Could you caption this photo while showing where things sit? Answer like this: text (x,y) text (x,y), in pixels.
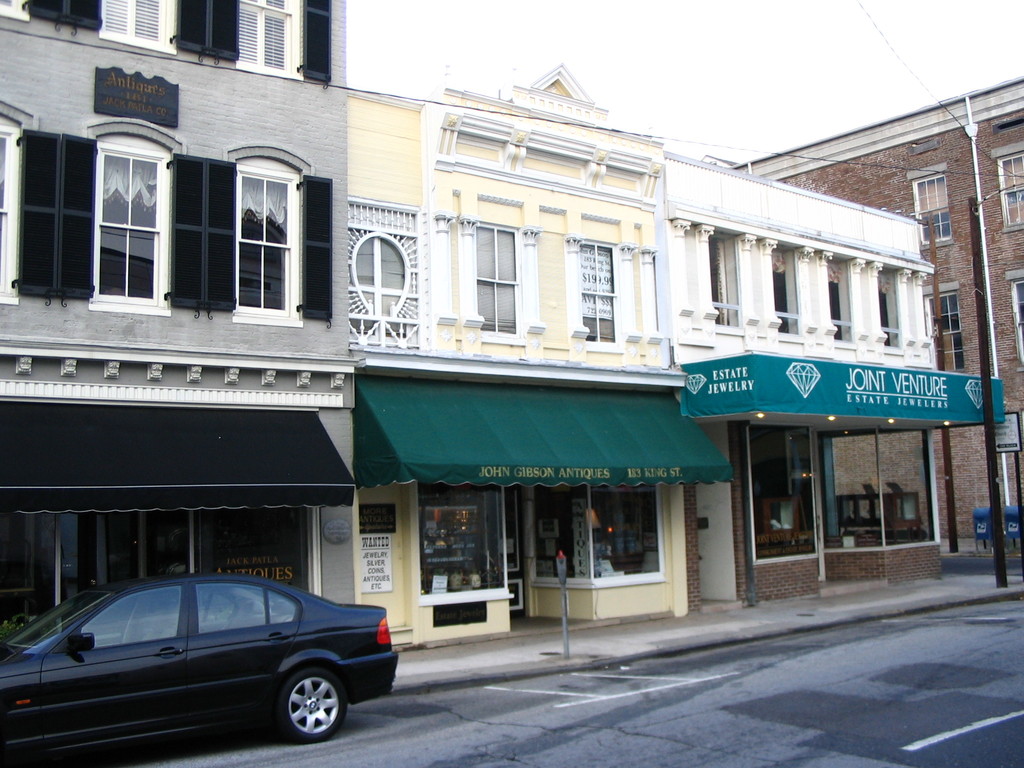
This image is taken outdoors. At the bottom of the image (687,698) there is a road (806,702). On the left side of the image (208,625) a car (290,661) is parked on the road (431,721). In the background (770,271) there are a few buildings (480,306) with walls (1019,235), windows (270,272), roofs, doors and boards (711,408) with text (530,473) on them. At the top of the image (525,49) there is a sky (736,77). On the right side of the image (991,498) there is a pole (971,213).
